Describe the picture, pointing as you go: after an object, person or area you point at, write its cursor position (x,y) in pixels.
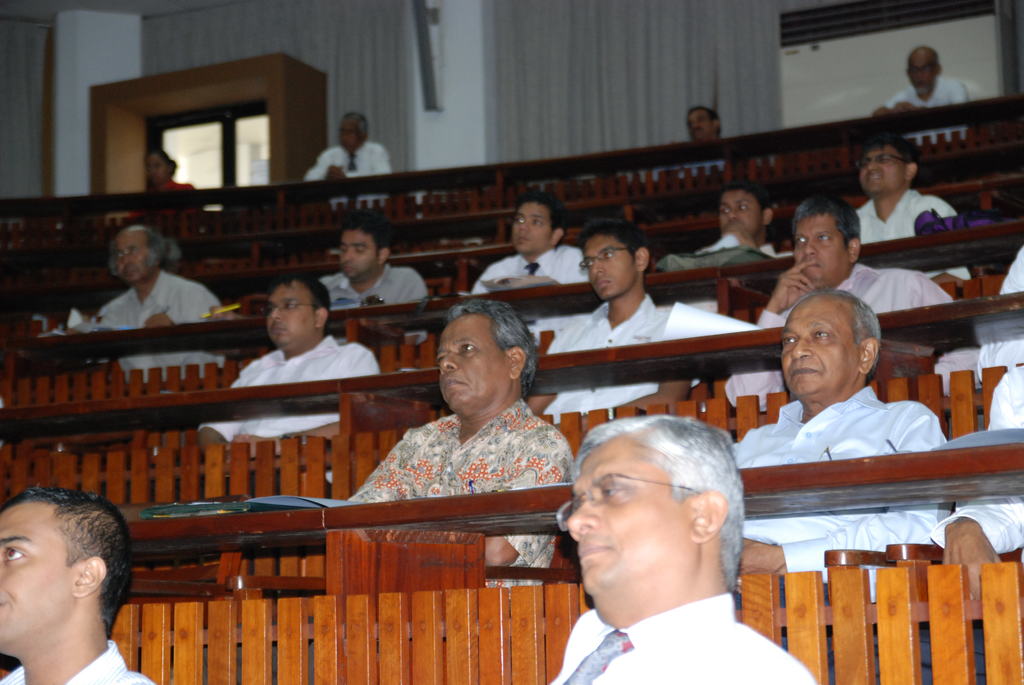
In this picture we can see some people (814,361) are sitting in front of desks (509,492), in the background (562,81) we can see curtains (511,62).
